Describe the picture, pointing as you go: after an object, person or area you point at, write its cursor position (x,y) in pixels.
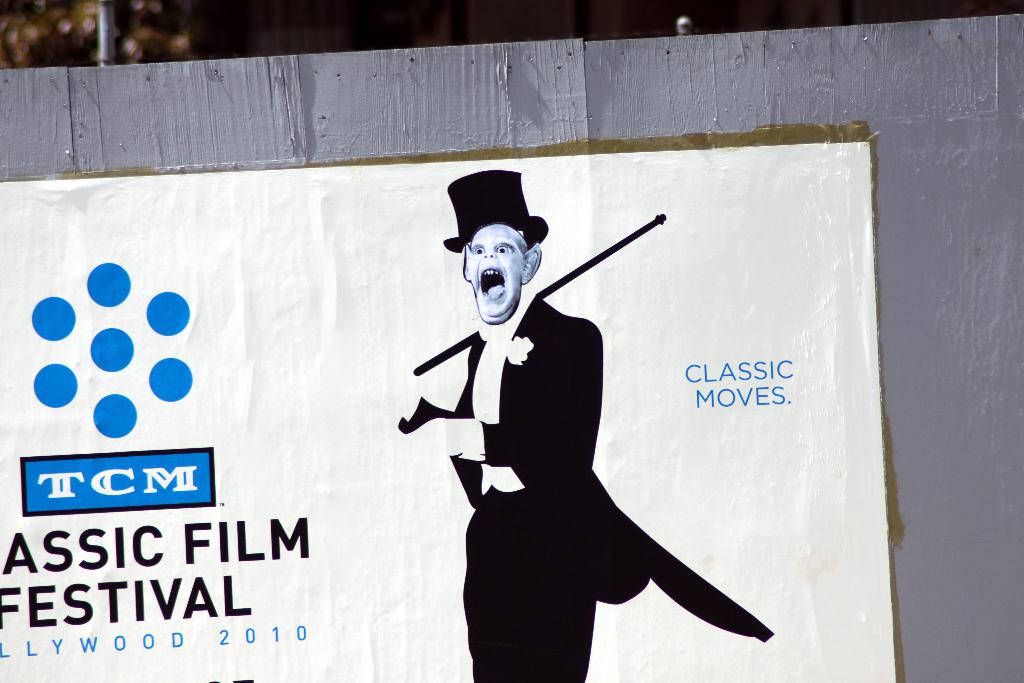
In this image in the foreground (450,373) there is a board (825,376) and on the board (834,404) there is a poster (255,439) with some text (101,491) and images (495,476) on it and the background (579,9) is blurry.
